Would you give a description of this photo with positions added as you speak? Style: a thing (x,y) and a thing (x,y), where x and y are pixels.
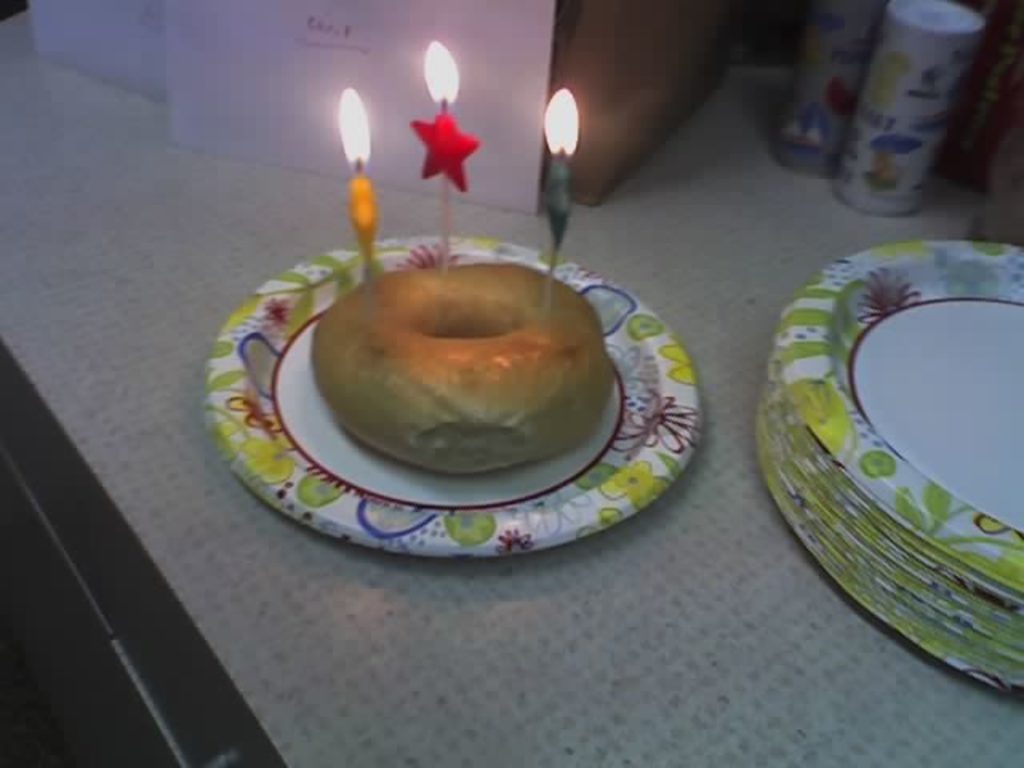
In this image we can see a serving plate (632,338) which has a bagel (483,358) and candles (364,193) on the top of it. In the background (898,150) we can see a box (707,52), containers (897,121) and serving plates (924,494) placed on the table (689,655).
